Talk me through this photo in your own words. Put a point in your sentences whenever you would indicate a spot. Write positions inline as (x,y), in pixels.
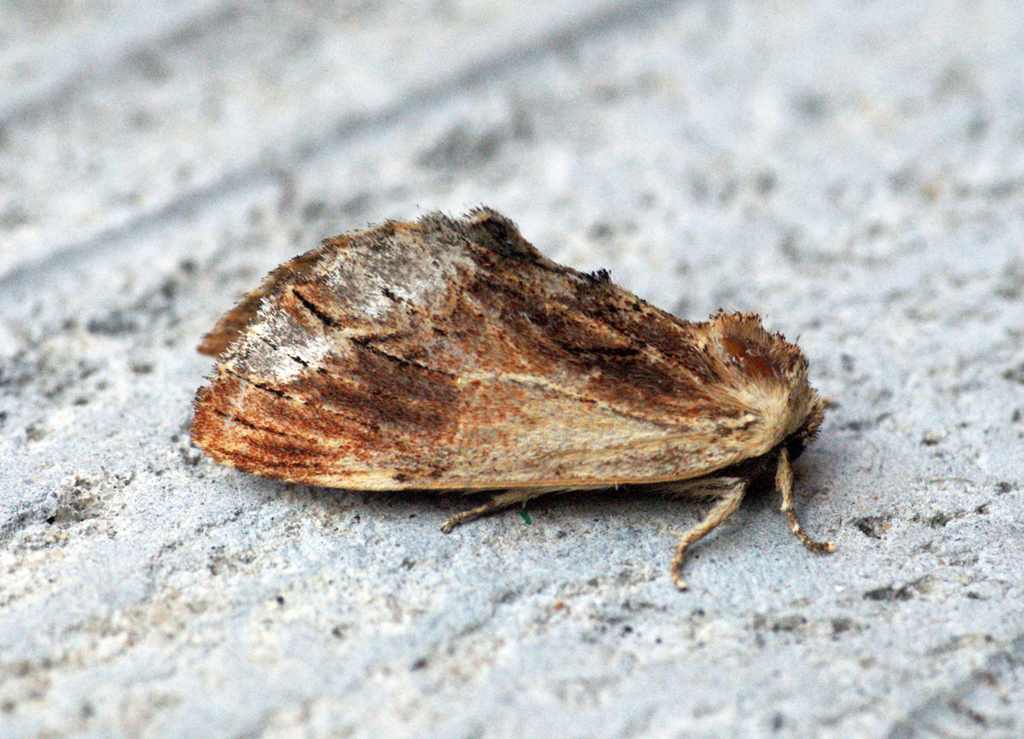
In this image, we can see an insect (600,386). In the background (356,86), image is blurred.
